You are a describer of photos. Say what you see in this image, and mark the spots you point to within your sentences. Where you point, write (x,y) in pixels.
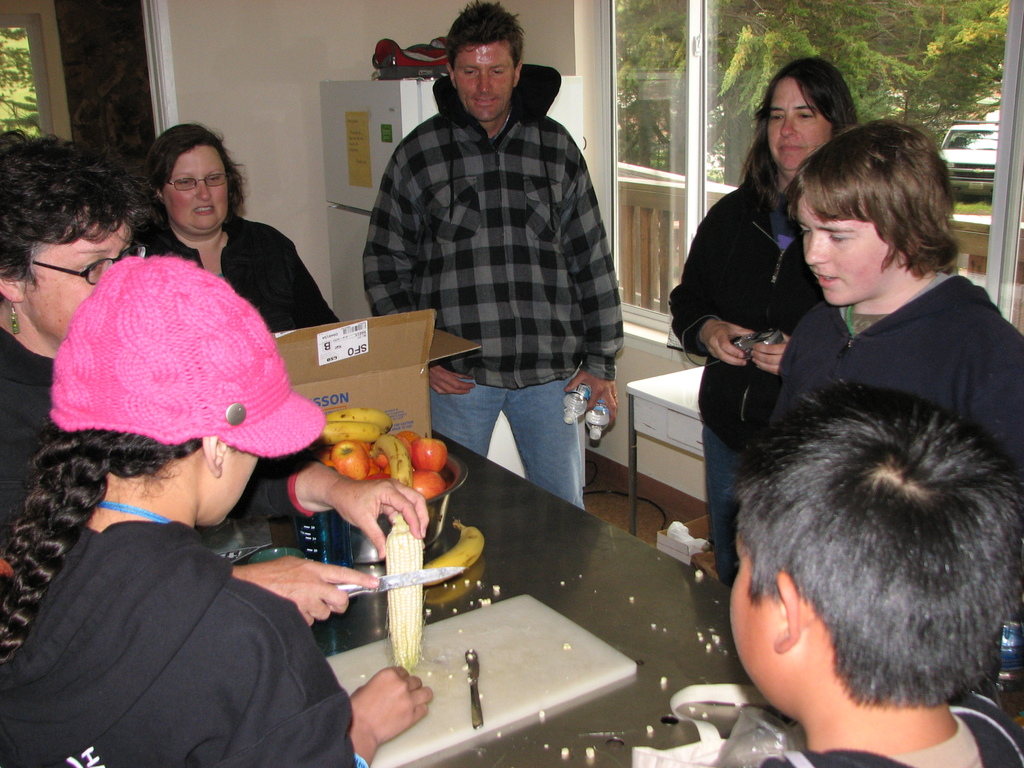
In this image we can see some group of persons (527,462) sitting and standing around the table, a person (112,156) holding knife (348,589) in her hands (310,595) and chopping some item (403,617) and there are some fruits (379,451), cardboard box (373,377) on the desk (600,760) and in the background of the image (219,85) there is wall (213,71) and window (675,120) through which we can see some trees (867,95) and car (970,151).
